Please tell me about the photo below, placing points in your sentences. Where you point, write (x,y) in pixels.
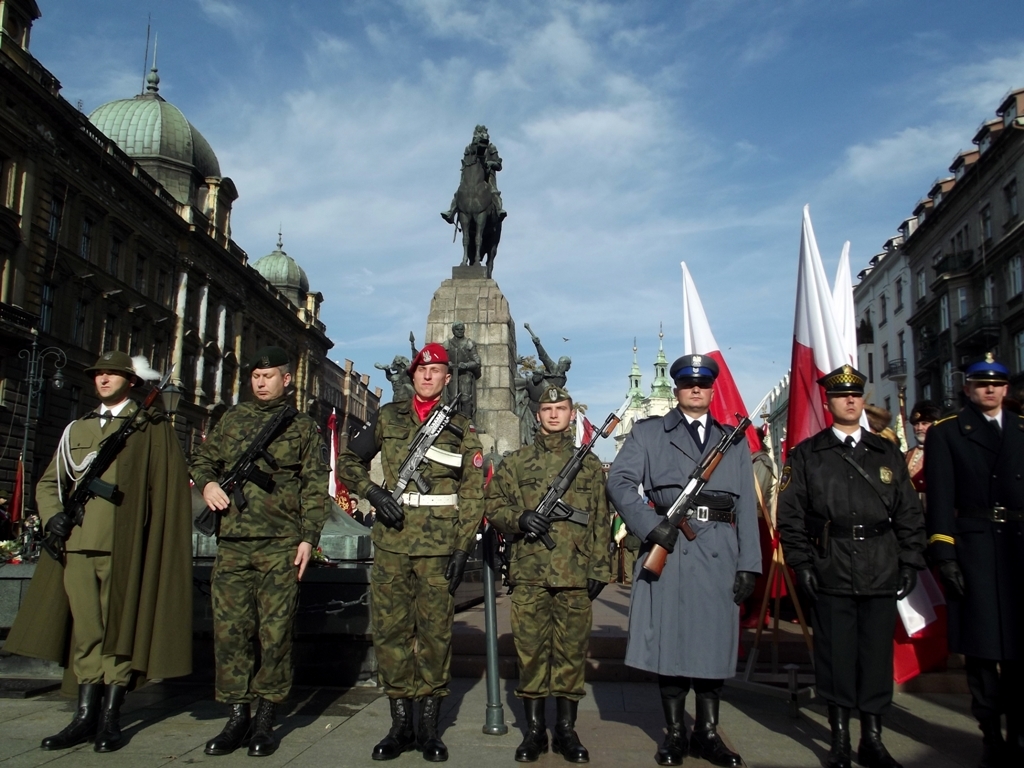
In this image in front (677,530) there are people (393,472) holding guns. Behind them there is a statue (517,412). There are flags (806,394). In the background of the image (221,380) there are buildings (962,281) and sky (767,92).
